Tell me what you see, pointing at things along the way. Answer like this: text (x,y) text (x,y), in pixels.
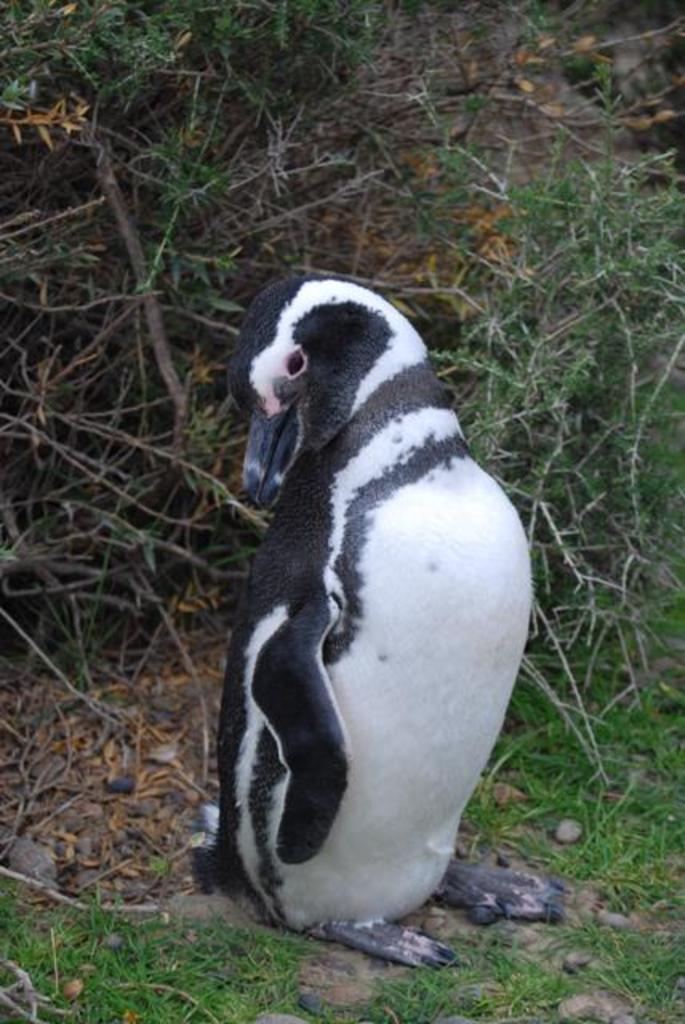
In this image I can see a penguin (351,869) on grass (393,995) and plants (257,184). This image is taken may be during a day.
